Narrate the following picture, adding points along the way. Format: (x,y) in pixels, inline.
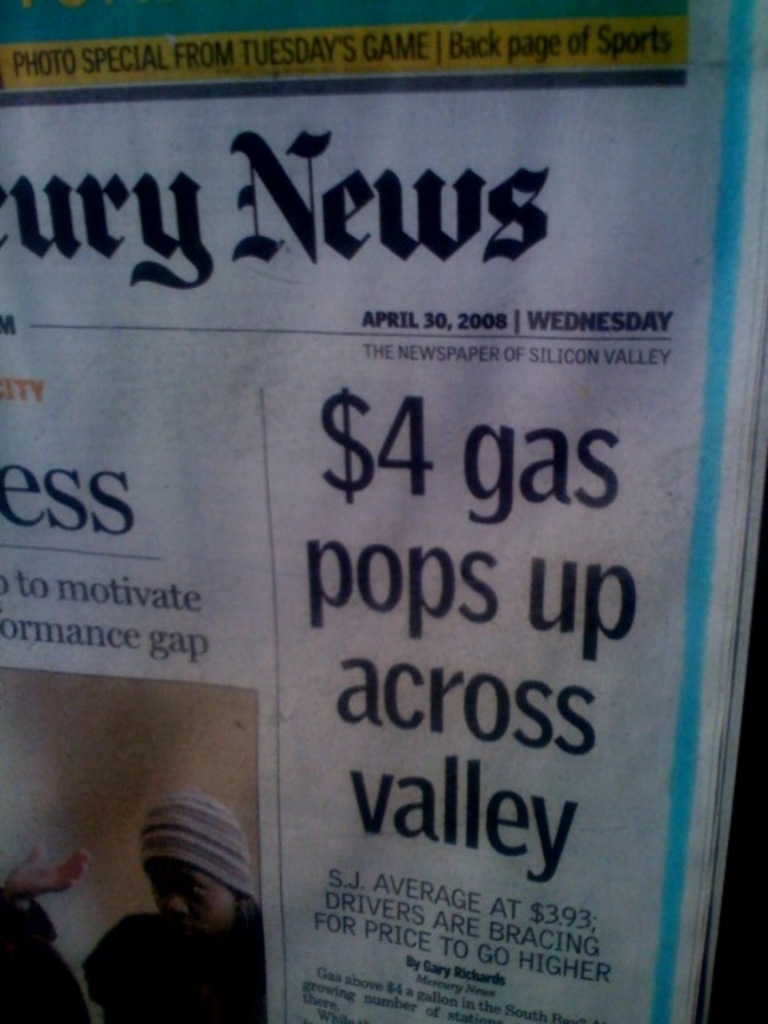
In this image I can see a newspaper (332,679) on which I can see some text (417,611) and an image (162,837) of two persons (74,877).
